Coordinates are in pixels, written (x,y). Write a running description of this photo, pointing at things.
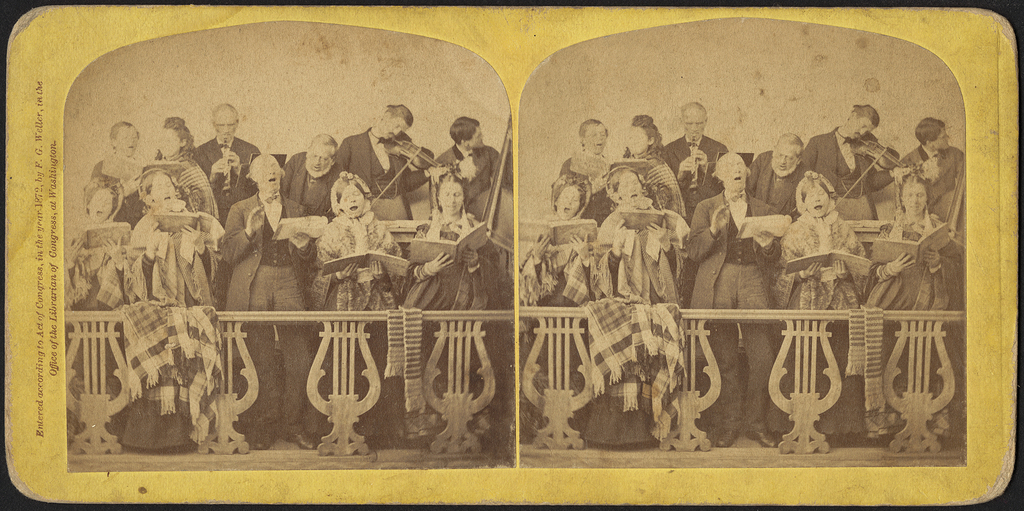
This image is a collage and in this image we can see the two same pictures. We can also see the people (460,161) playing musical instruments (408,141) and few are standing and singing and holding the books (359,266). These people (724,209) are standing behind the railing (784,341). On the left (60,244) we can see the text (41,120) and the image has borders (946,20).
